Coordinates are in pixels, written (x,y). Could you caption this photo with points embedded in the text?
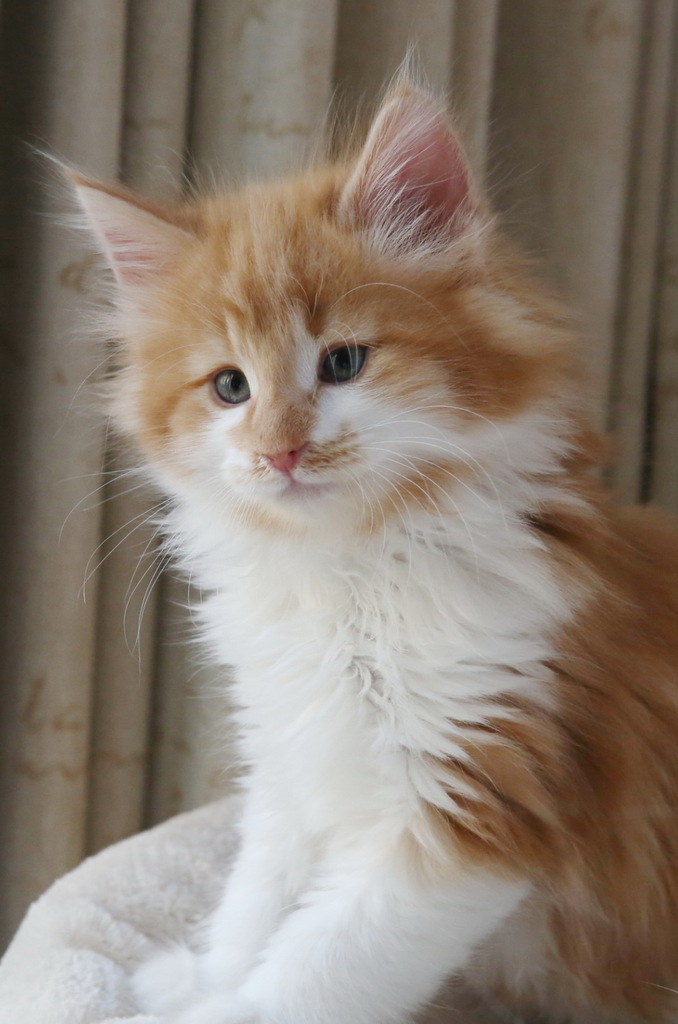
In the picture I can see cat (332,724) sitting on a chair (139,928), behind there is a curtain (38,377).
